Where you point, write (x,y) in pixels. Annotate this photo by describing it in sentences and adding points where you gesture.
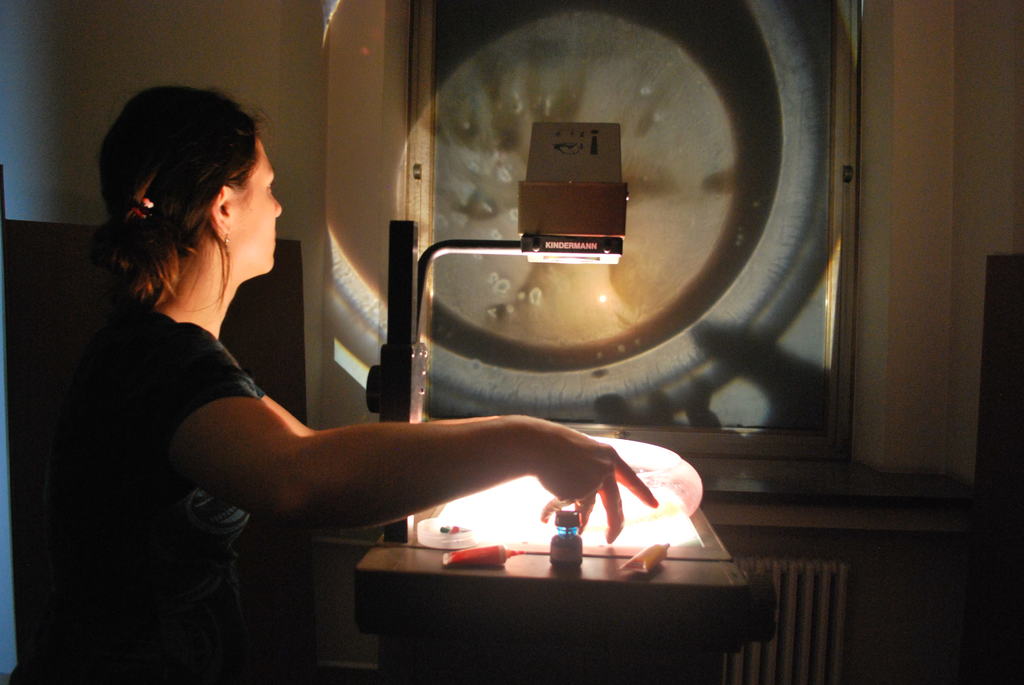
In this image we can see a woman (193,445) standing and holding an object (657,460) in her hand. In the foreground (655,478) we can also see a bottle (577,549) and some objects (636,563) placed on the surface (673,572), we can also see a device (585,234) on a pole (401,288). In the background (457,261), we can see a radiator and a frame (457,261) on the wall (907,284).
